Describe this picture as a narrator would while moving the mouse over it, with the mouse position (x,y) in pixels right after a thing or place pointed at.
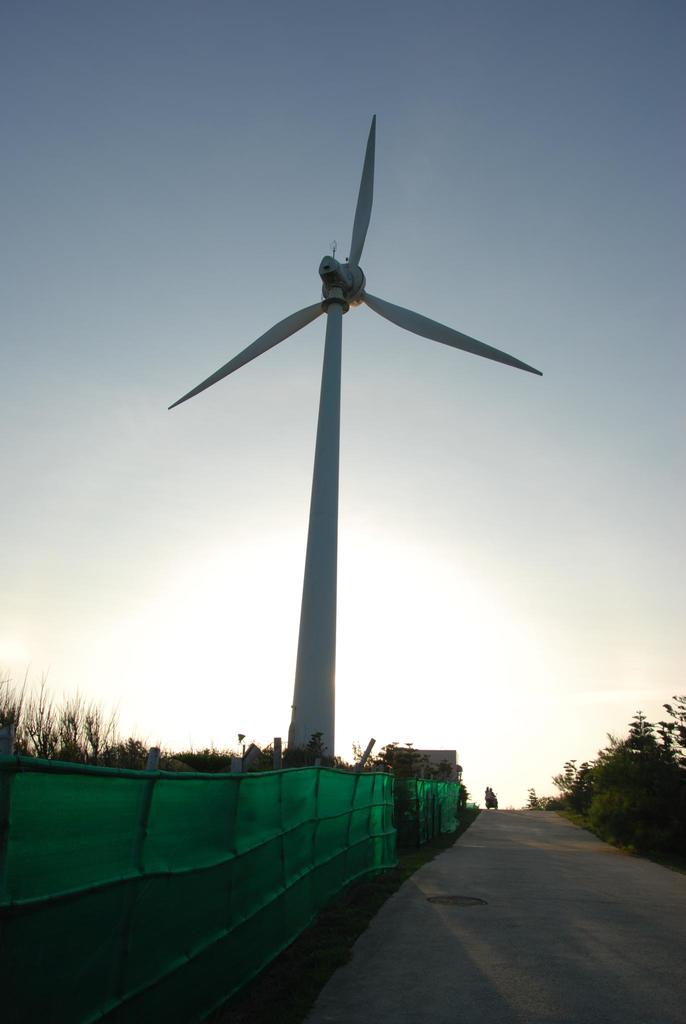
In this image I can see the road (515,900). To the side of the road (408,966). I can see the fencing (323,820) and the trees (560,789). In the background (311,511) I can see the windmill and the sky (132,205).
